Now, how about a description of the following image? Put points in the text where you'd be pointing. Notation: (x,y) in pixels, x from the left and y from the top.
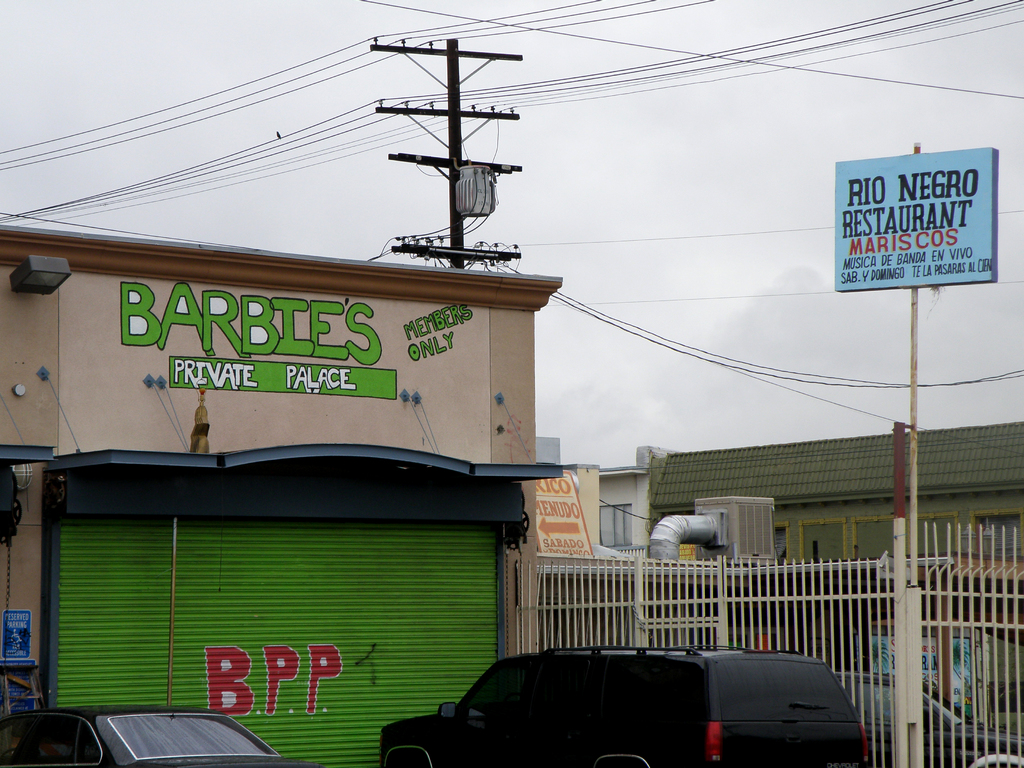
In this image we can see few vehicles (281,760) and there is a building (312,640) on the left side of the image (323,592) and there is some text (312,356) on the building (167,375) and behind there is an electric pole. We can see the railing (785,576) and there are few board (926,224) with the text (935,228) and we can see few buildings (1021,547).
